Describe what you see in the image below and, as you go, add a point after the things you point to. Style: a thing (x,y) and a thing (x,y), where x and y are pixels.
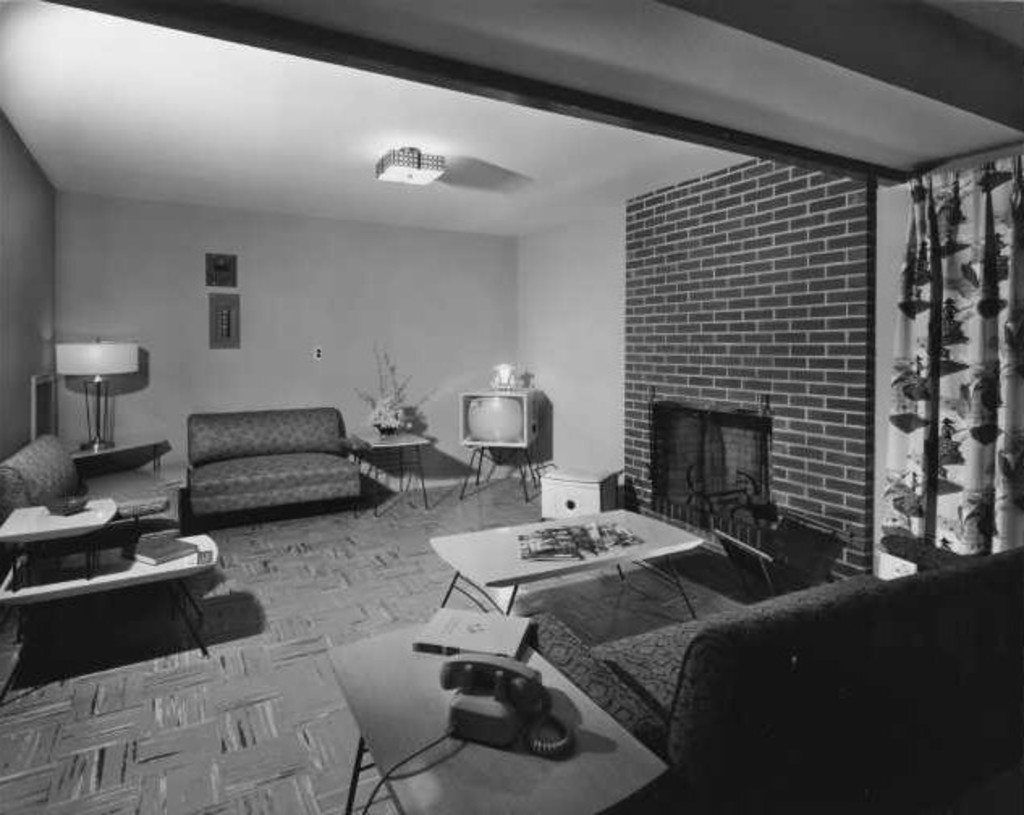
There is one telephone (474,727) and a book (463,641) is present on a table (465,777) at the bottom of this image (457,763). There is a sofa (657,735) on the right side (728,677) to this table (567,709). There is one other table (490,538) in the middle of this image (519,540). There is a television (475,441), table (390,441), sofa (244,467) and a lamp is present in the middle of this image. There is a wall (477,294) in the background (543,314). There is a curtain (921,387) on the right side of this image (944,402).
